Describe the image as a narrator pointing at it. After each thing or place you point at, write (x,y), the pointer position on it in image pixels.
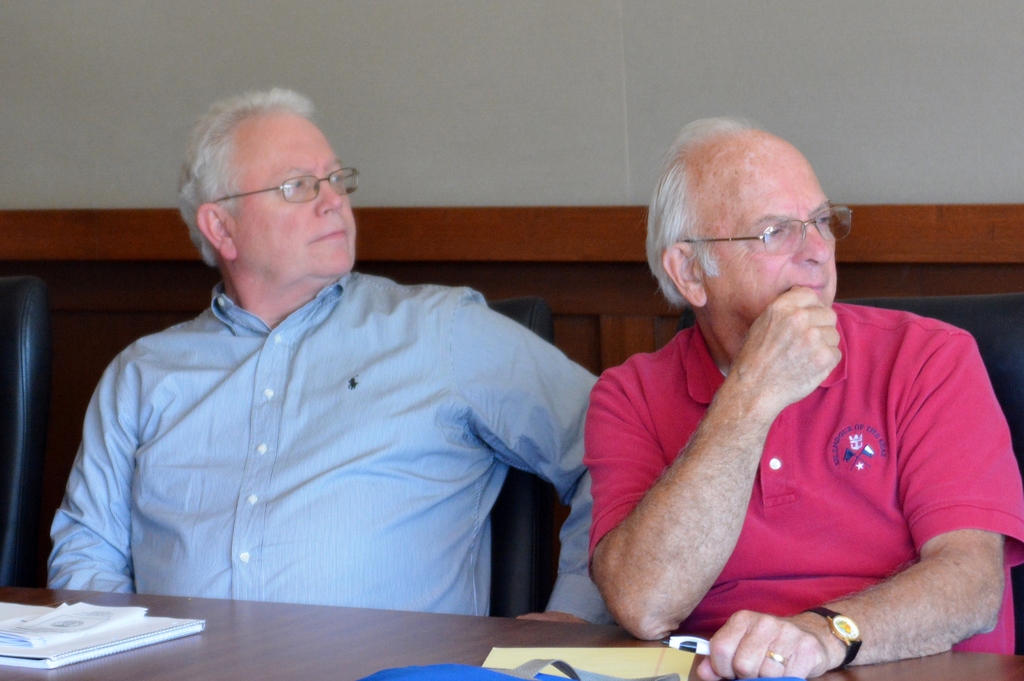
In this image, we can see two men (568,472) are sitting on the chairs (515,482) and wearing glasses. They are looking towards their left. At the bottom (464,627), there is a table (264,662), few objects (381,675) are placed on it. Here a man (798,653) is holding a pen (695,649). Background (500,97) we can see white wall (486,95).
